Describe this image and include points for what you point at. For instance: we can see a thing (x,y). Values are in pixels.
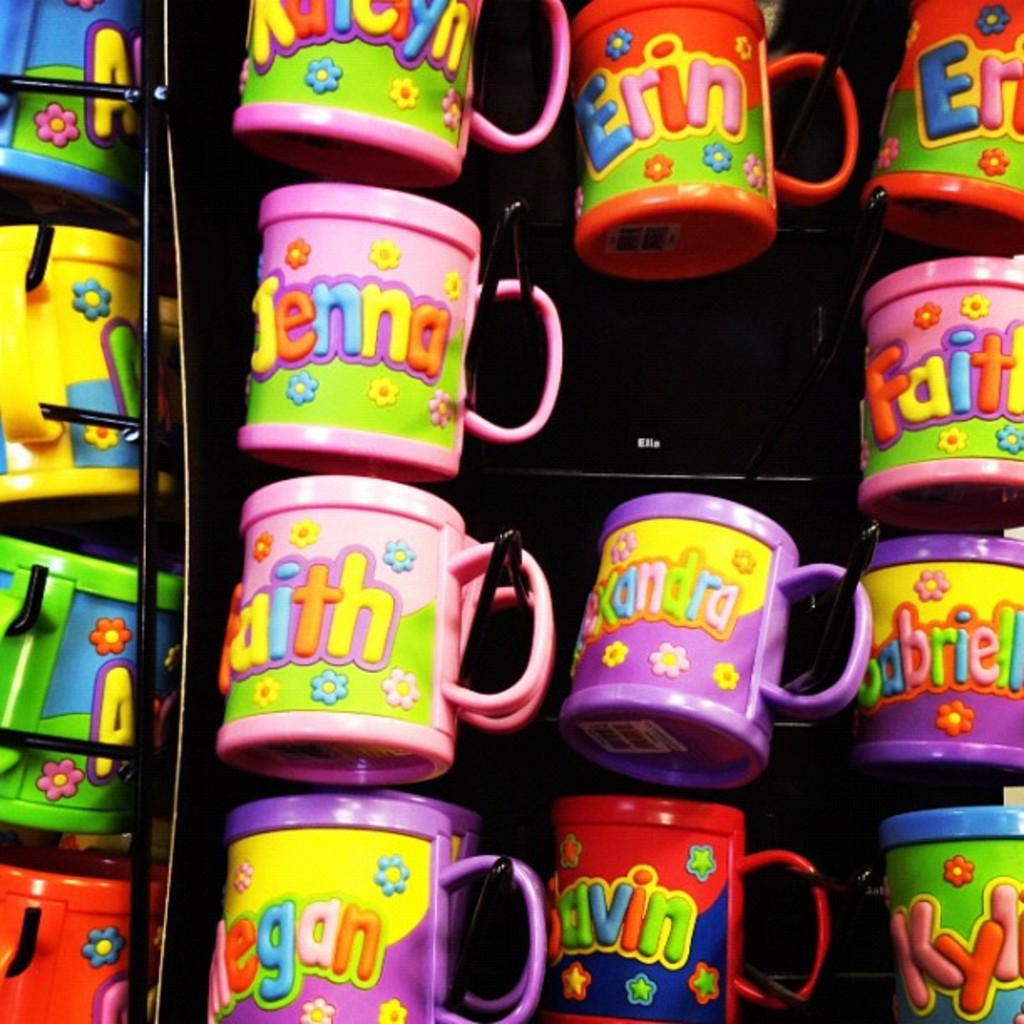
In this image there are cups (430,574) with different colors like pink, purple, red, blue, yellow.
